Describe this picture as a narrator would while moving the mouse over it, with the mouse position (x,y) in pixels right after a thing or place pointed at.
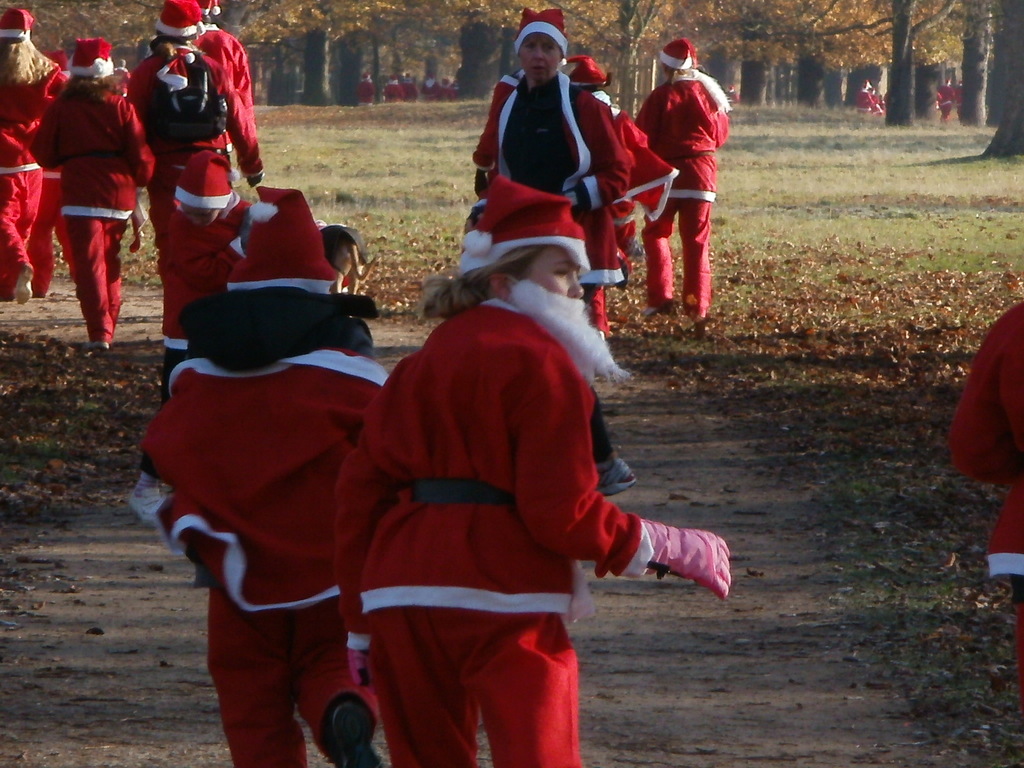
There are people (242,225) wore costumes (161,215) and we can see leaves (909,363) and grass (860,194). In the background (1015,26) we can see people (369,88) and trees (317,91).
